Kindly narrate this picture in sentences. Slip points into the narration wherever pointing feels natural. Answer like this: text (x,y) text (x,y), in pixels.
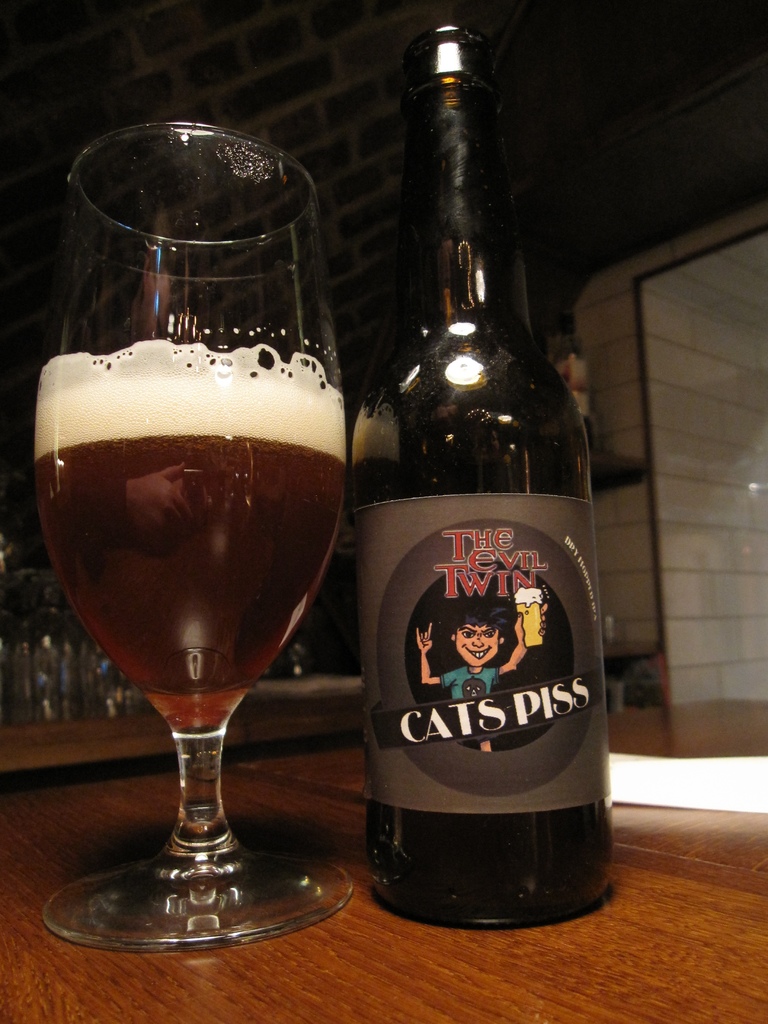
In this picture there is a glass (218,376) and bottle (510,876) on the table (609,917) and there is a picture (519,663) of a person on the label (504,671) and there is a reflection (148,529) of a person (137,498) on the glass (199,519). At the back (346,104) there are bottles (9,665) and there is a wall (322,146).
